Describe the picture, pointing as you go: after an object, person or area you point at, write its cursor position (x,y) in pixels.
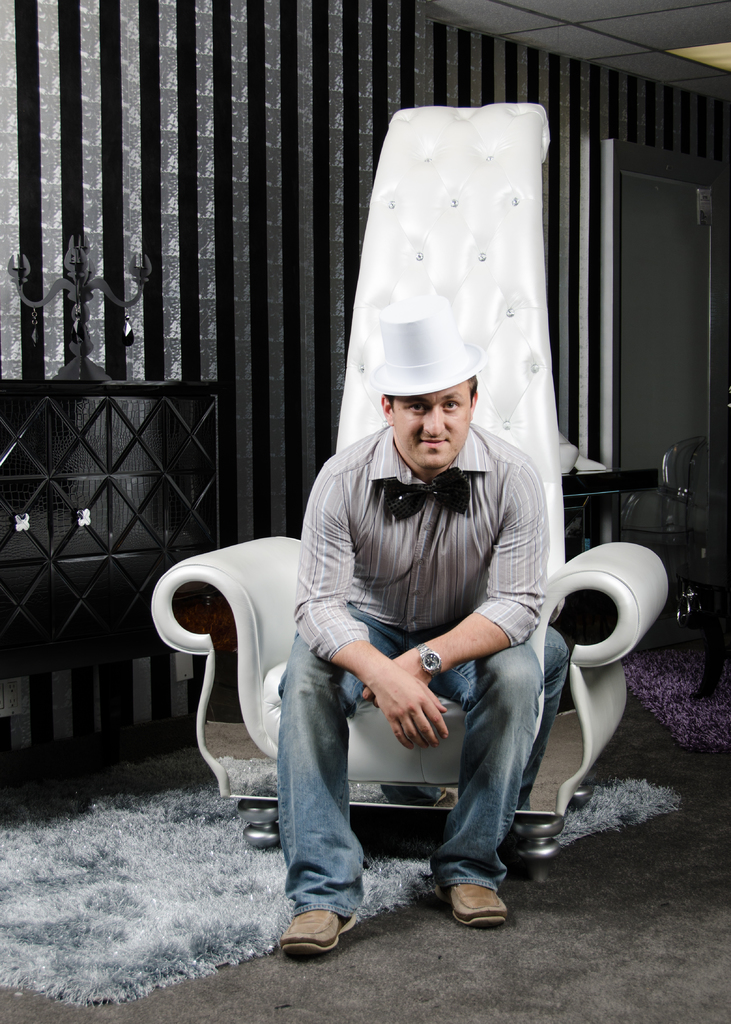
In the picture we can see a man (475,819) sitting on a chair (388,243). The chair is white in colour and a man (329,830) is wearing hat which is also white in colour. In the background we can find a black wall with designs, besides we can find a candle stand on the desk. On the floor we can find a white mat (180,833).
